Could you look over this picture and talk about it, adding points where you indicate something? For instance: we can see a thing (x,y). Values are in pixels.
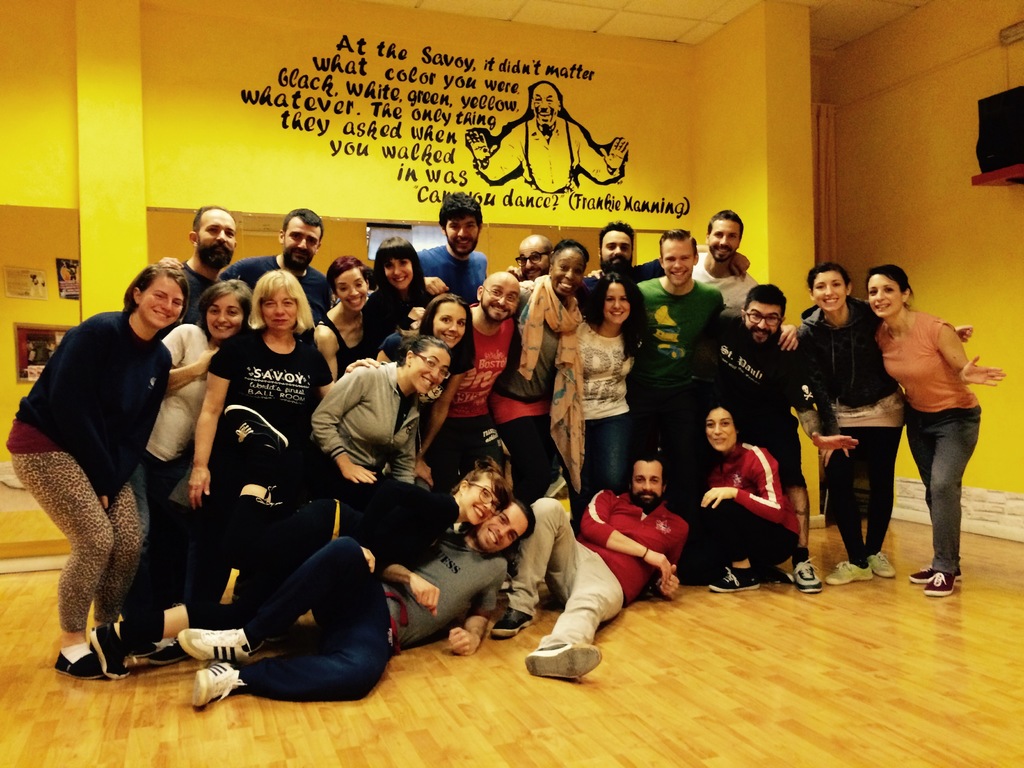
In this image, we can see people (316,344) standing and some are lying and one of them is bending on the knees (748,521). In the background (118,226), there are posters (63,263) on the wall (66,312) and we can see some text (355,97) and a picture (588,151) and there is another object (992,97). At the bottom (541,613), there is a floor (628,669).
